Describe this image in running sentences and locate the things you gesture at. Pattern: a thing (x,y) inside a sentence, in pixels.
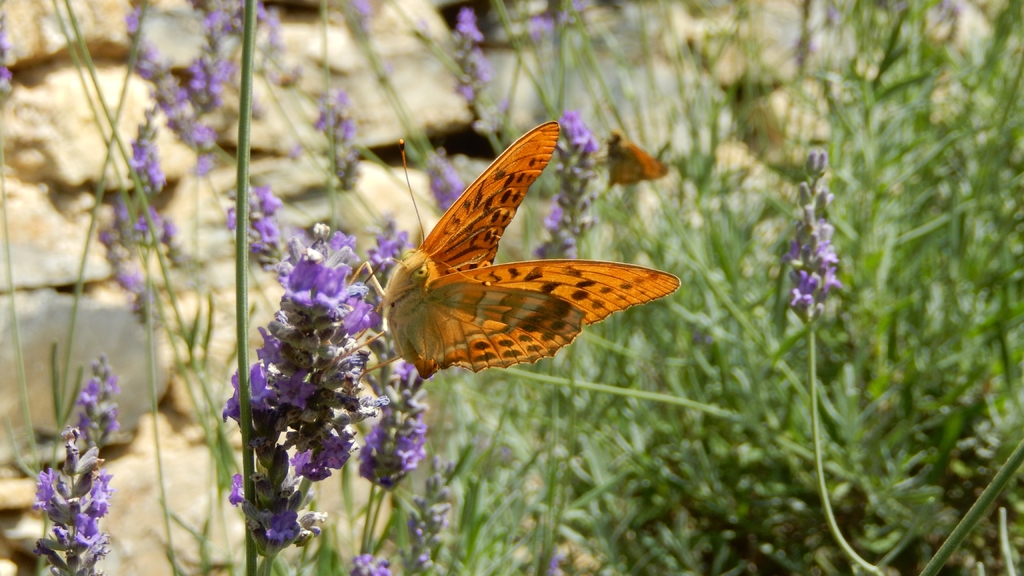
On the left side (338,161), there are plants (406,454) having flowers (368,315). On the right side (942,464), there are other plants (777,425). In the background (22,144), there is a stone wall (322,90).
